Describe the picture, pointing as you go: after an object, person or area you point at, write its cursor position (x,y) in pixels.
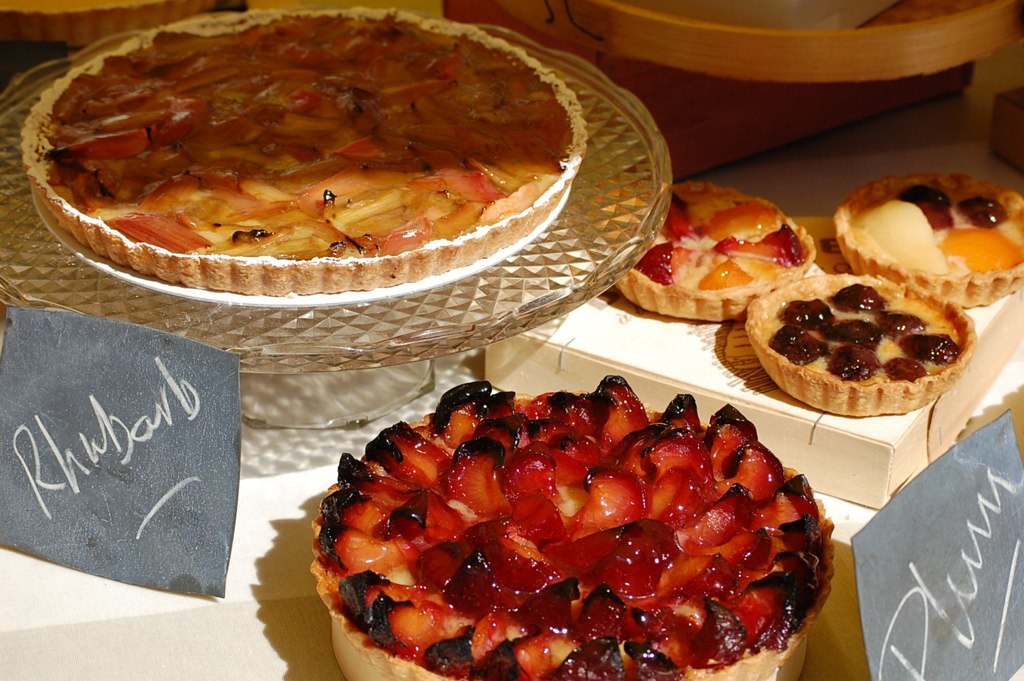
In this image I can see few food items (197,103), they are in red, cream, brown and orange color and they are in the crusts (866,401) and one is on the white color surface (225,671).
